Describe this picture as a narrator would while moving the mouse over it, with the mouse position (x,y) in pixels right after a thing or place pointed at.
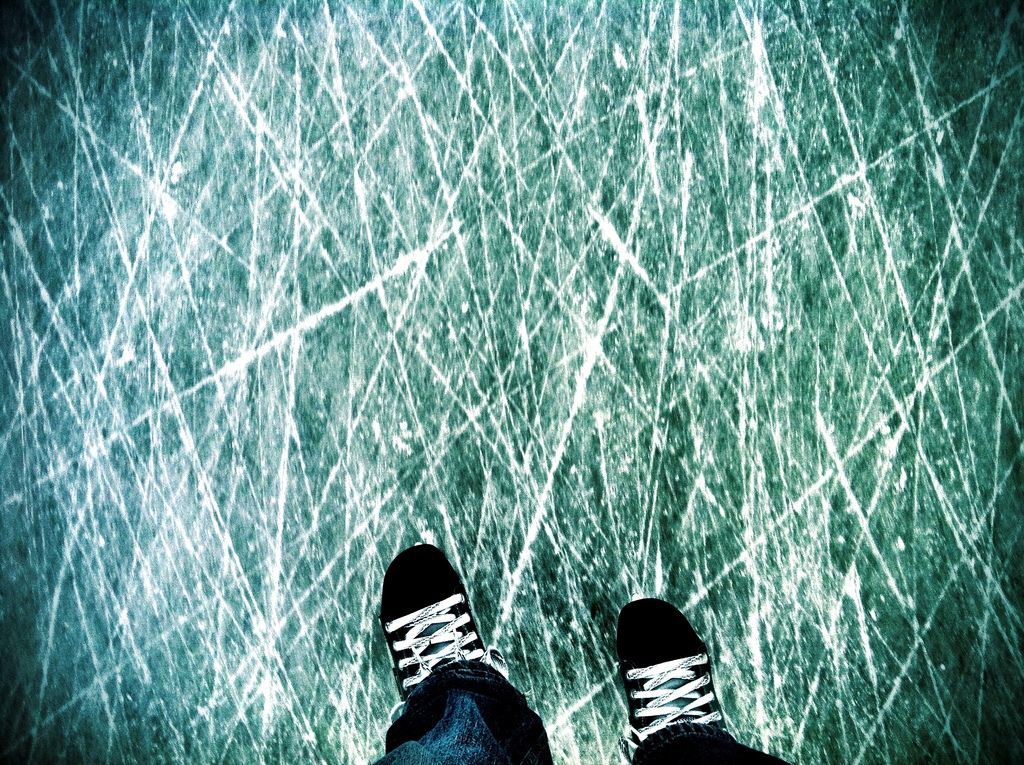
Here in this picture we can see legs (409,624) of a person (645,615) and we can see black colored shoes (440,576) present over there, standing on a floor (178,258).
